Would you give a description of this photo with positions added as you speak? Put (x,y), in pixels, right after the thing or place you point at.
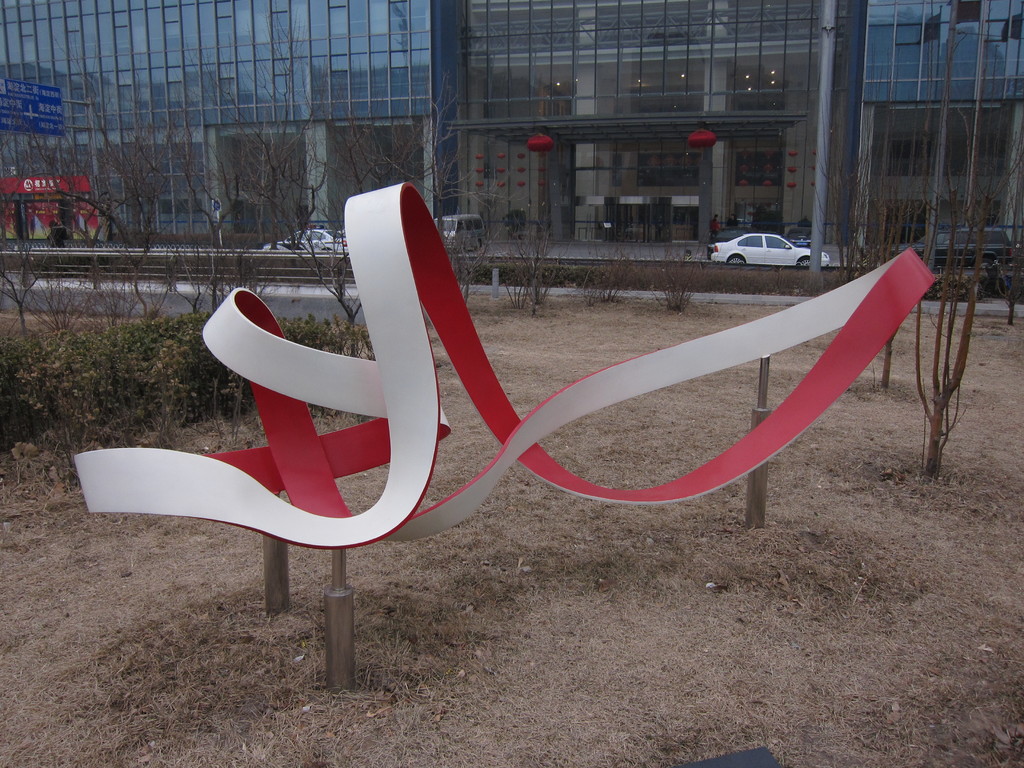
This image is clicked outside. There are trees (152,199) in the middle (344,309). There are cars (747,243) in the middle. There is a building (402,123) at the top (402,123).
